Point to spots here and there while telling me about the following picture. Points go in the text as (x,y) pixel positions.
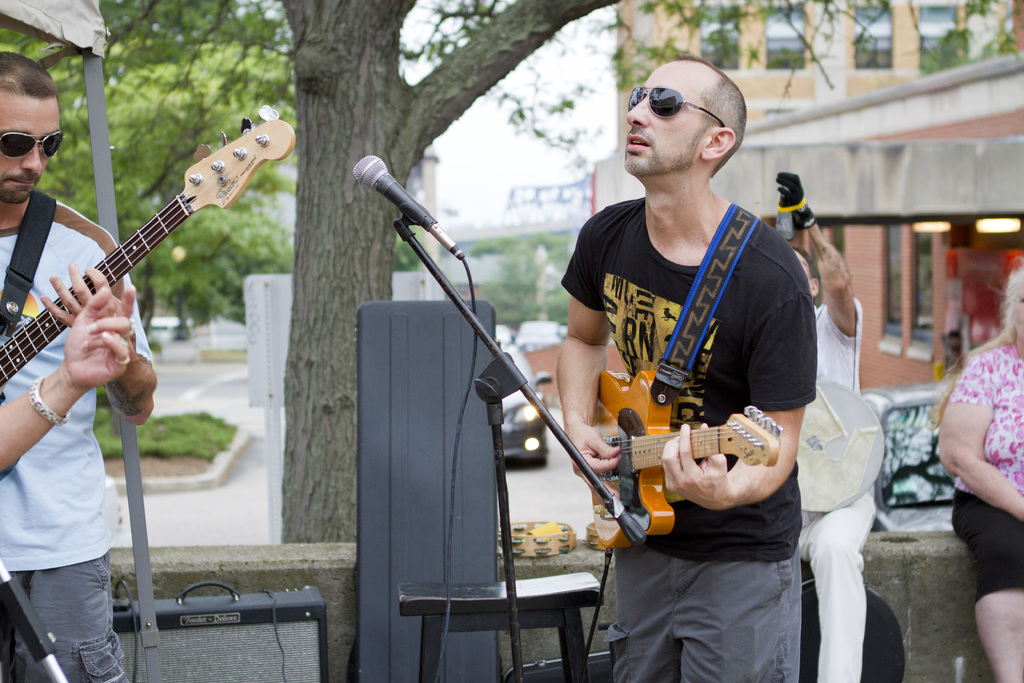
This is a street band (734,117). In the picture on the foreground (682,329) there is a person (704,586) standing and playing guitar (634,430). In the center (478,317) there is a microphone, a chair (492,605) and a box (434,577). On the left (91,604) there is another person (93,584) standing and playing guitar (6,345). On the left (237,609) there is an amplifier (259,609), a stand (146,622). In the background (345,79) there are trees (274,92), buildings (761,74), cars (910,427), pavements (240,382). Sky (455,179) is visible. On the right (1000,370) there are two persons (833,365) seated.
